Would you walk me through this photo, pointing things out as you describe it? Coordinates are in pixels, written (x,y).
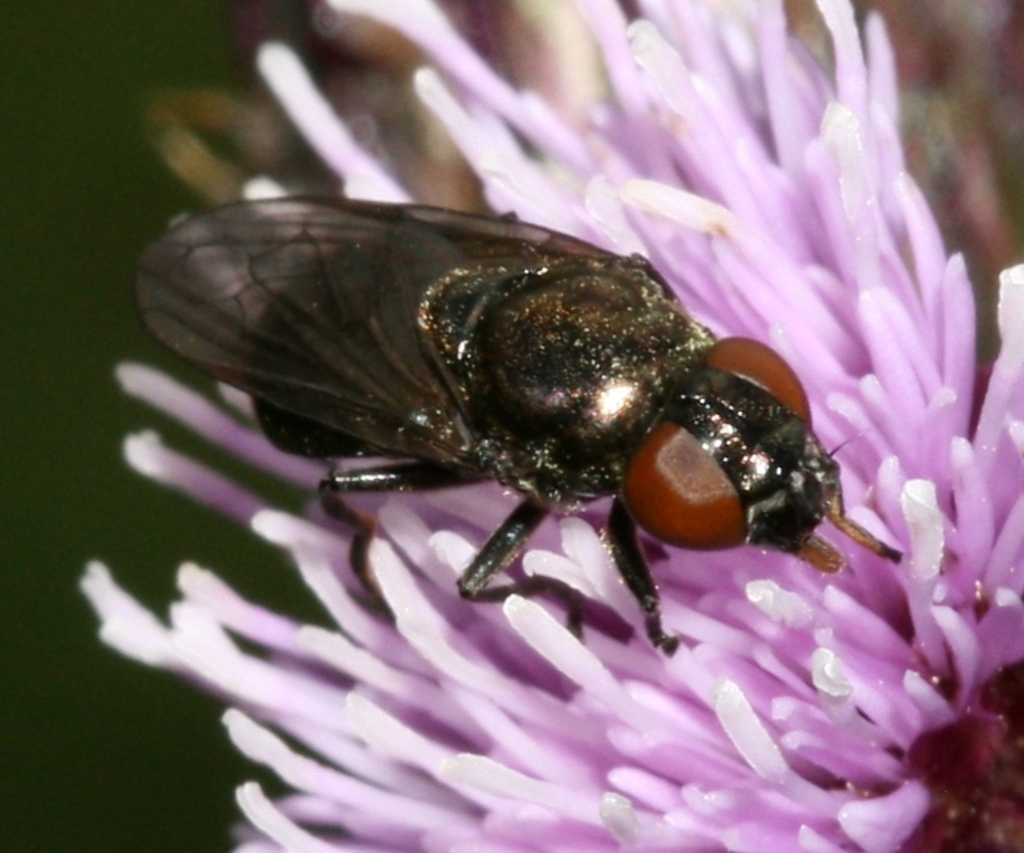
In the center of the image (610,428), we can see a fly (547,479) on the flower (607,610).
